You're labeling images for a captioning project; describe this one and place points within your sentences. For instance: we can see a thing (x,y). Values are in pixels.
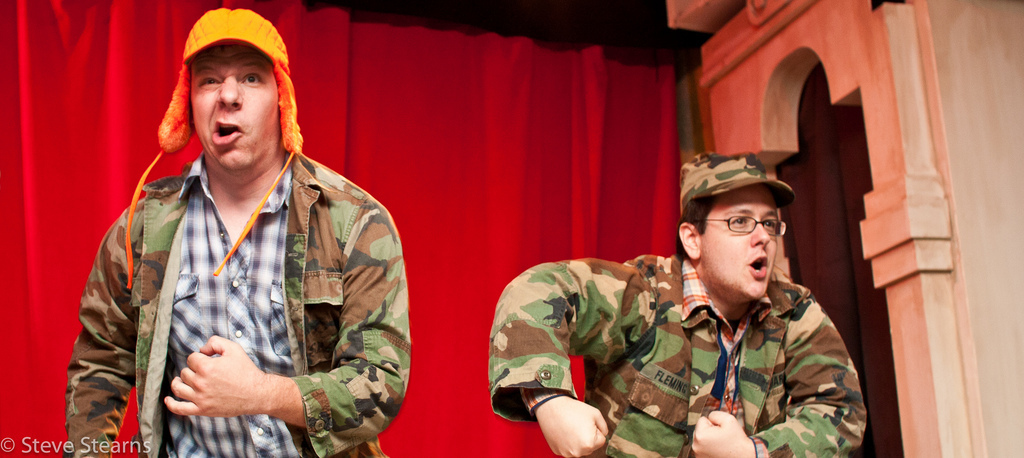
In this image in front (717,295) there are two people (275,356). Behind them there are curtains (522,118). There is some text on the left side of the image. On the right side of the image (953,189) there is a wall (965,229).
